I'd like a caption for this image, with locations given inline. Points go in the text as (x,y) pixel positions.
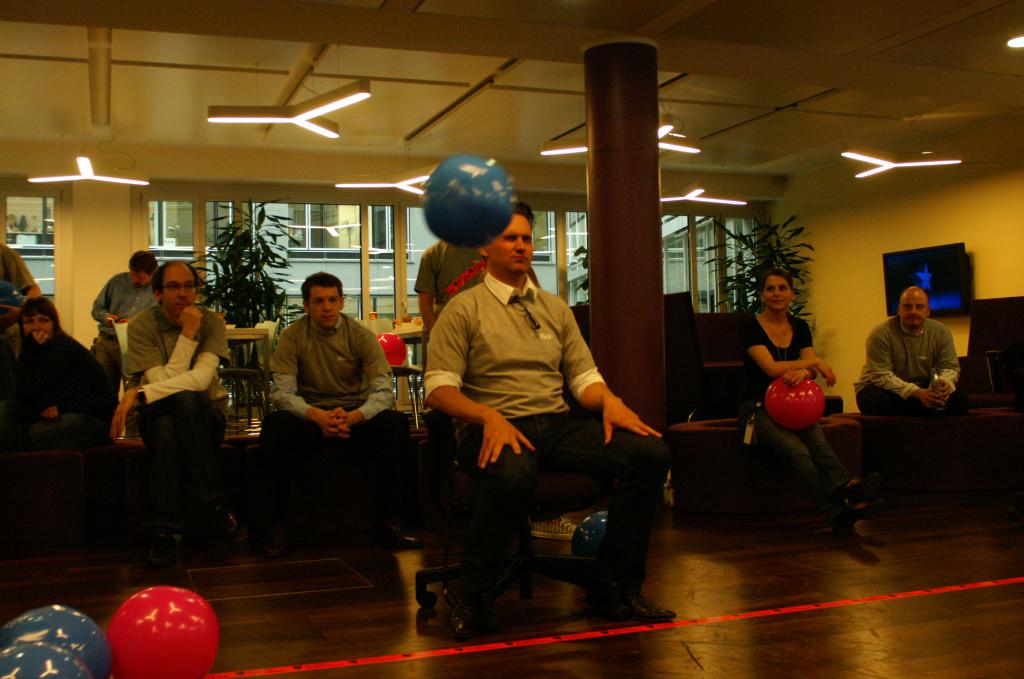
In this picture there is a man (481,328) who is wearing t-shirt (546,332), trouser (630,478) and shoe (637,608). He is sitting on the chair (538,493). Here we can see blue color ball (453,194) near to his head (512,244). On the back (437,281) we can see group of person (449,269) sitting on the chair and watching him. On the right (793,335) is a woman (799,361) who is wearing black t-shirt (787,349), jeans (796,448) and shoe (853,524). She is holding red color ball (781,397), beside her we can see a man (880,360), who is sitting near to the table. Here we can see television (948,281) on the wall (983,254). On the top (395,177) we can see lights (952,161). On the background (39,240) we can see windows (292,223), doors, plants (232,258) and other objects (639,301). On the bottom (659,633) we can see wooden floor (697,628). On the bottom left corner (94,623) we can see the balloons (132,651).
